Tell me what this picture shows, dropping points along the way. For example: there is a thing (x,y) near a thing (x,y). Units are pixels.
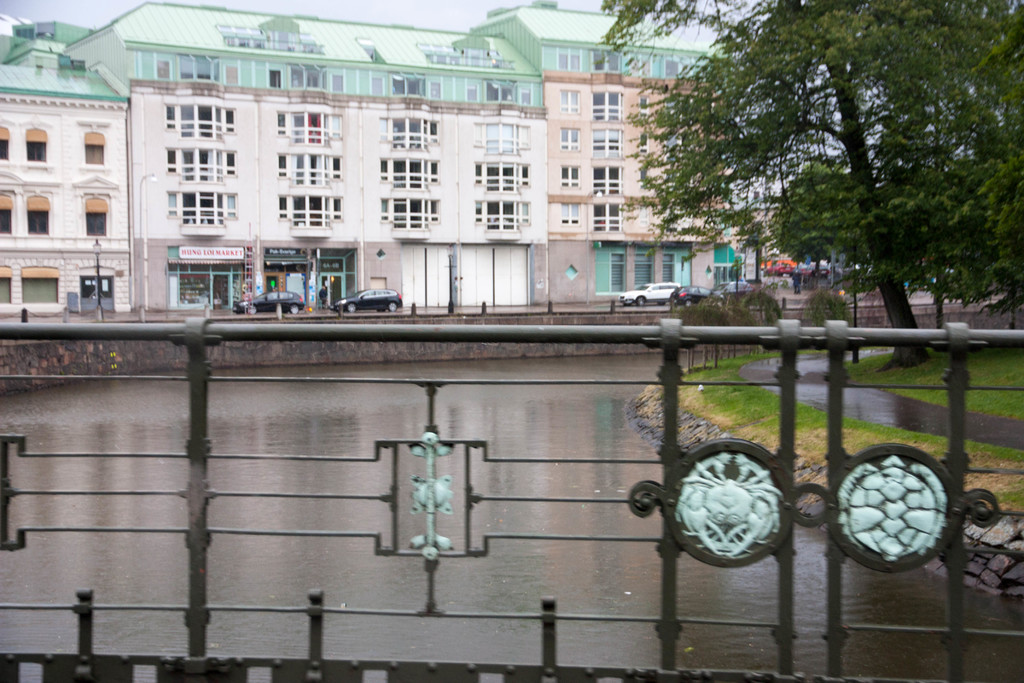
In the image we can see there is water (458,470) and the ground (777,371) is covered with grass (719,373). There are trees (730,190) and there are cars (367,302) parked on the road (186,313). Behind there are buildings (425,282).
